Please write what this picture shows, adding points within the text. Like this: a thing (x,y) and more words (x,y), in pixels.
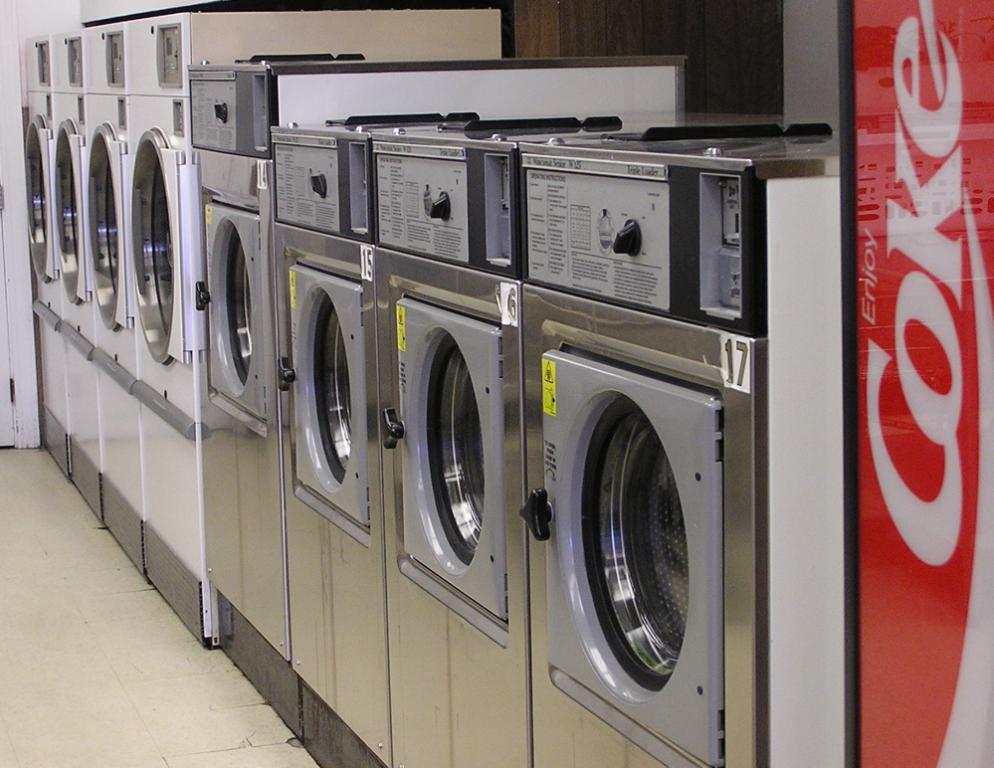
This picture contains many clothes dryers (118,172) and washing machines (204,451). Beside that, we see a white color wall (75,12). On the right corner of the picture (894,252), we see a red board (901,243) on which "COKE" is written. This picture might be clicked in a showroom.
